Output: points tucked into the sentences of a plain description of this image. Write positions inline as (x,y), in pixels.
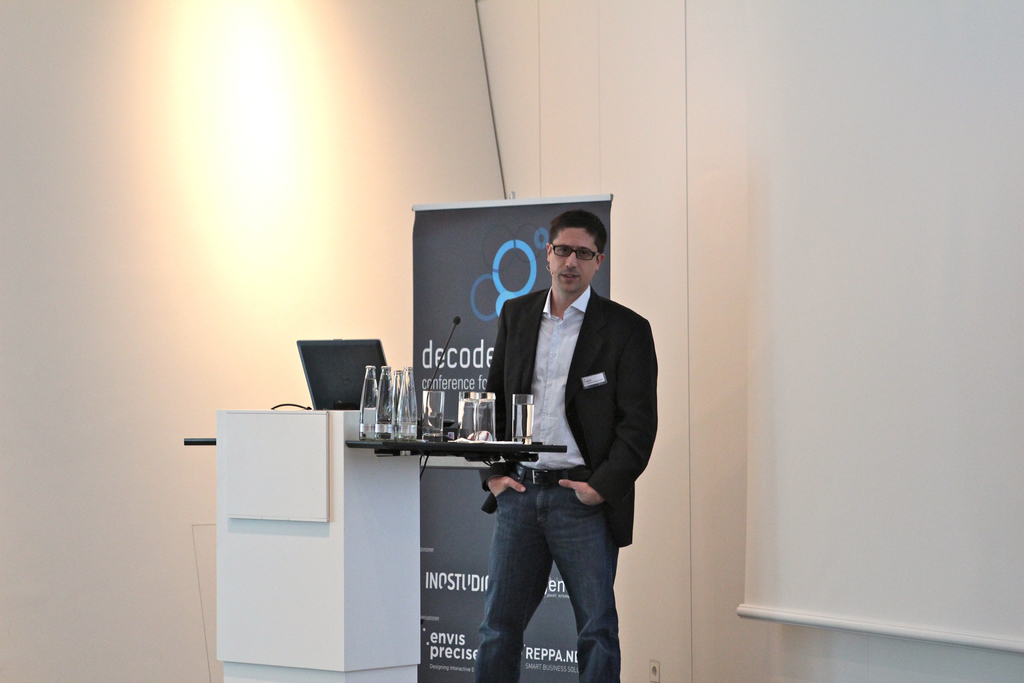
In the picture we can see a person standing in a black blazer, white shirt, and keeping his hands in the trouser pockets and near him we can see a desk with a laptop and some part of the desk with glasses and bottles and behind the man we can see a hoarding (429,591) with some advertisement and beside him we can see a part of the screen (833,612) near the wall (744,647).
